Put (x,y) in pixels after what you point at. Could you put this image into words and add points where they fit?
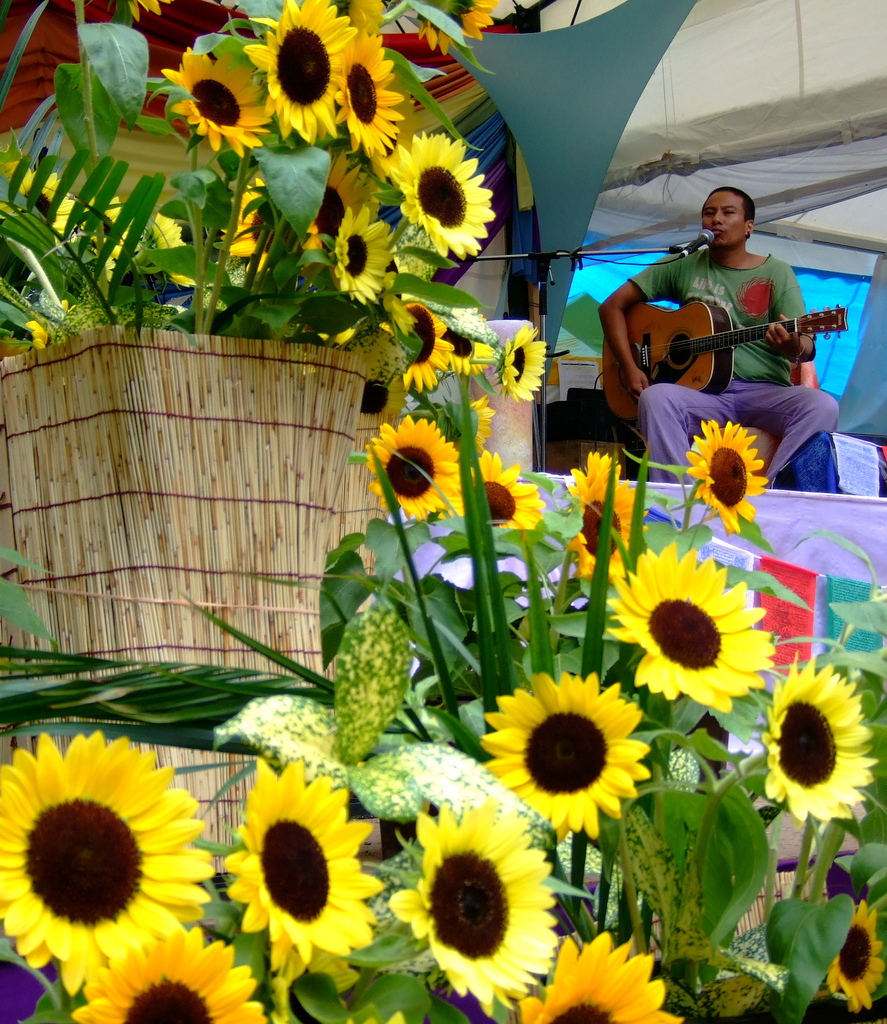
there are sunflowers (442,889). at the back (687,445) a person (772,282) is sitting, playing guitar (723,310) and singing. in front of him there is a microphone (702,243). at the top (645,261) and back there is a light background (853,219).
